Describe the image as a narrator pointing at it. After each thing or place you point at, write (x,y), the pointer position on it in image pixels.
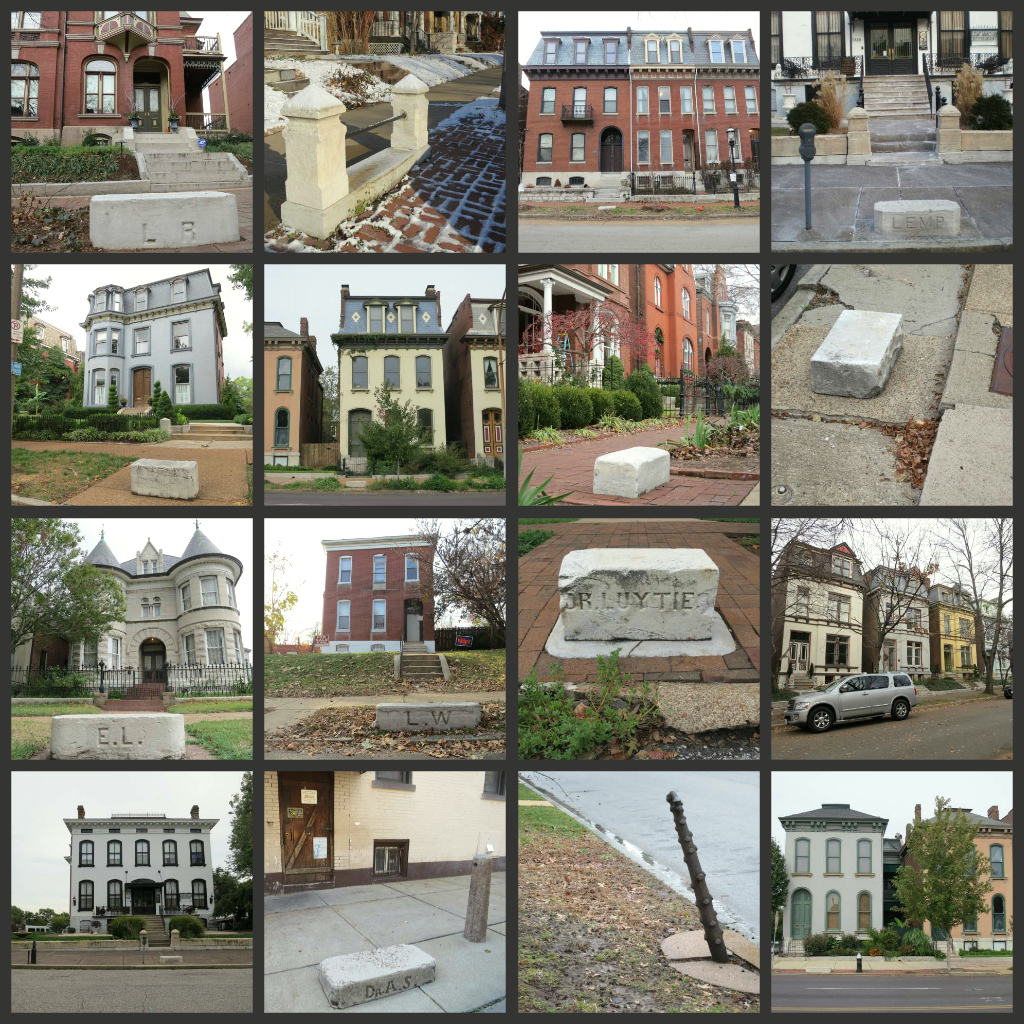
This picture seems to be an edited image with the borders (798,1016) and the collage of images. In these pictures we can see the buildings (60,73), ground (472,954) and we can see the trees (777,891), plants (141,433) and the grass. In the top right corner (881,111) we can see the stairs (889,95) and we can see a car (813,725) seems to be running on the road (967,729) and we can see the text (645,598) on the stone (644,604), we can see many other objects (482,933) and in the background (243,342) we can see the sky (726,22) and the buildings (389,355).
